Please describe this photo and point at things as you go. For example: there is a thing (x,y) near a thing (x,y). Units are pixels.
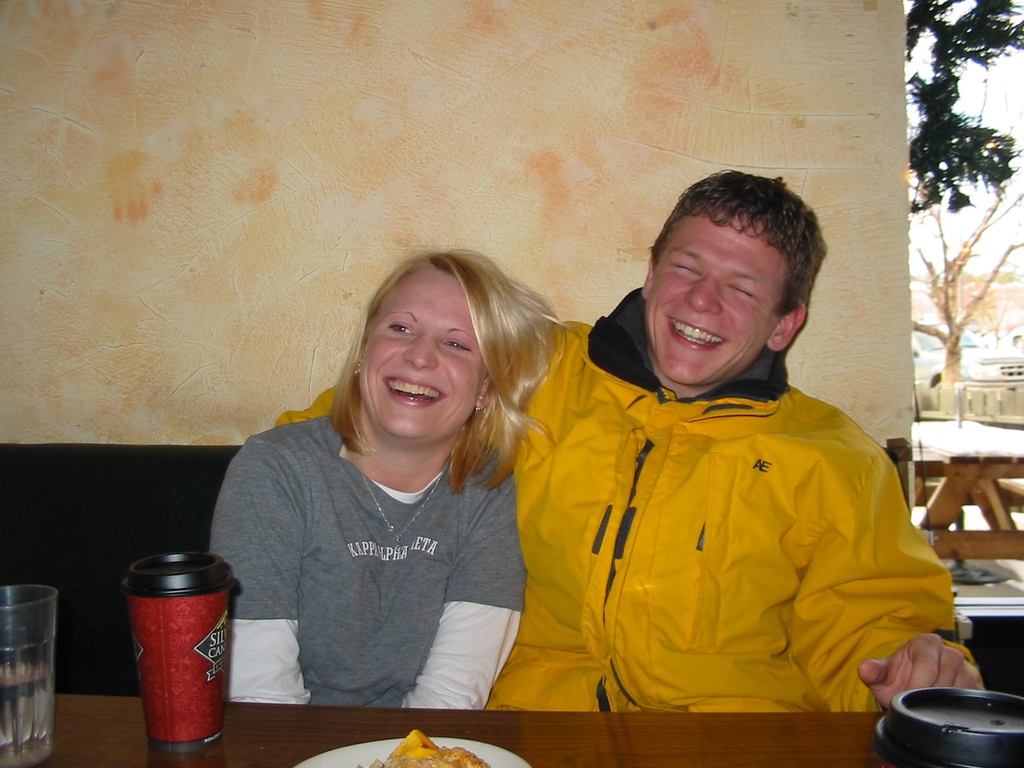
In this picture, we can see a few people (603,433) sitting, we can see a table (145,730) and some objects (193,674) on table (225,740), like glass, food items (399,763) on a plate (333,754), we can see the wall (271,363), tree (981,184), some wooden object (1003,510), ground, poles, and a vehicle (1005,345).
